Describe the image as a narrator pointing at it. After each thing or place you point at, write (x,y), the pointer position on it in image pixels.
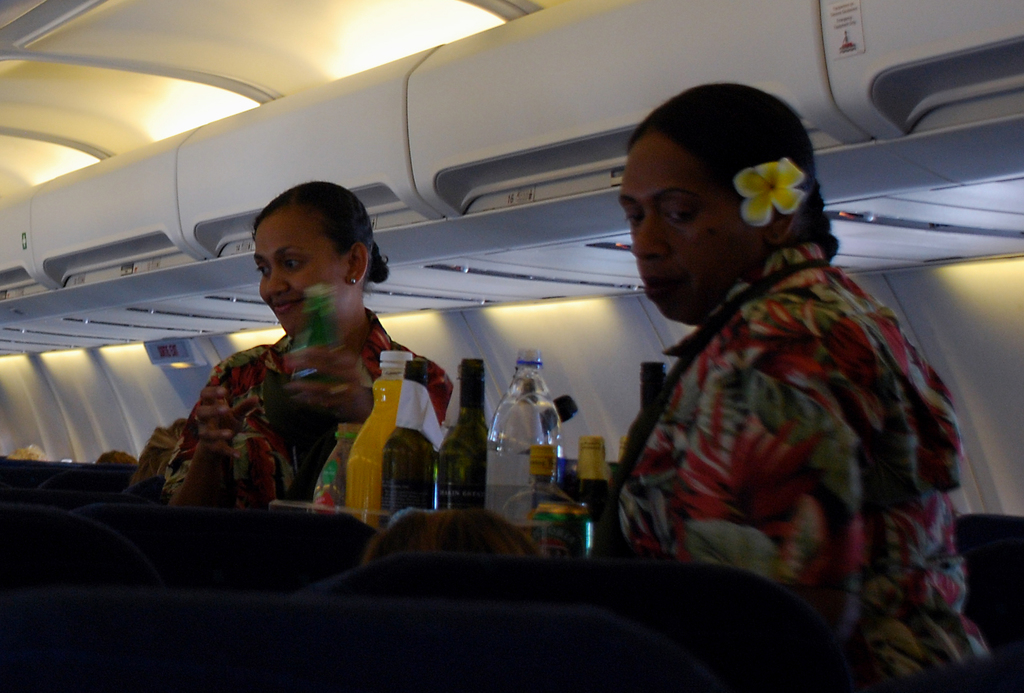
In this image, we can see an inside view of an airplane (959,108). We can see two women (277,441) standing, we can see some bottles (420,465).
